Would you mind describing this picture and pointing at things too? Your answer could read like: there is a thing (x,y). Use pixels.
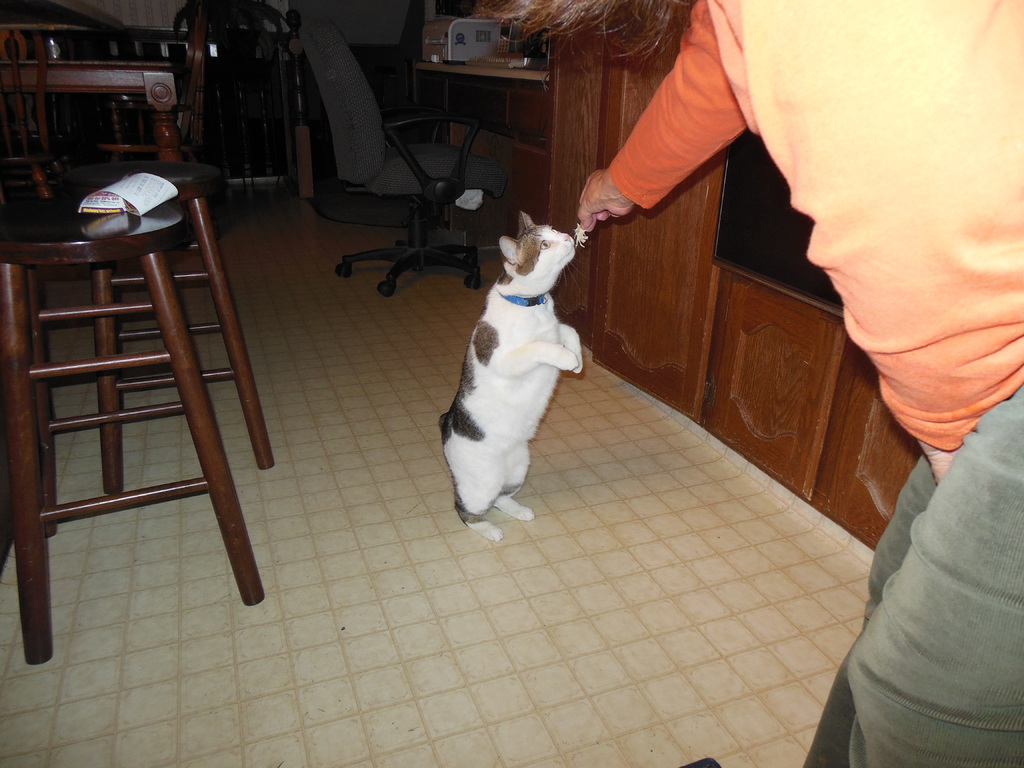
In the given image we can see a person (807,193) and a cat (508,333). There is a stool (111,323), chair (378,154) and a table (111,68) in the room (138,49).
